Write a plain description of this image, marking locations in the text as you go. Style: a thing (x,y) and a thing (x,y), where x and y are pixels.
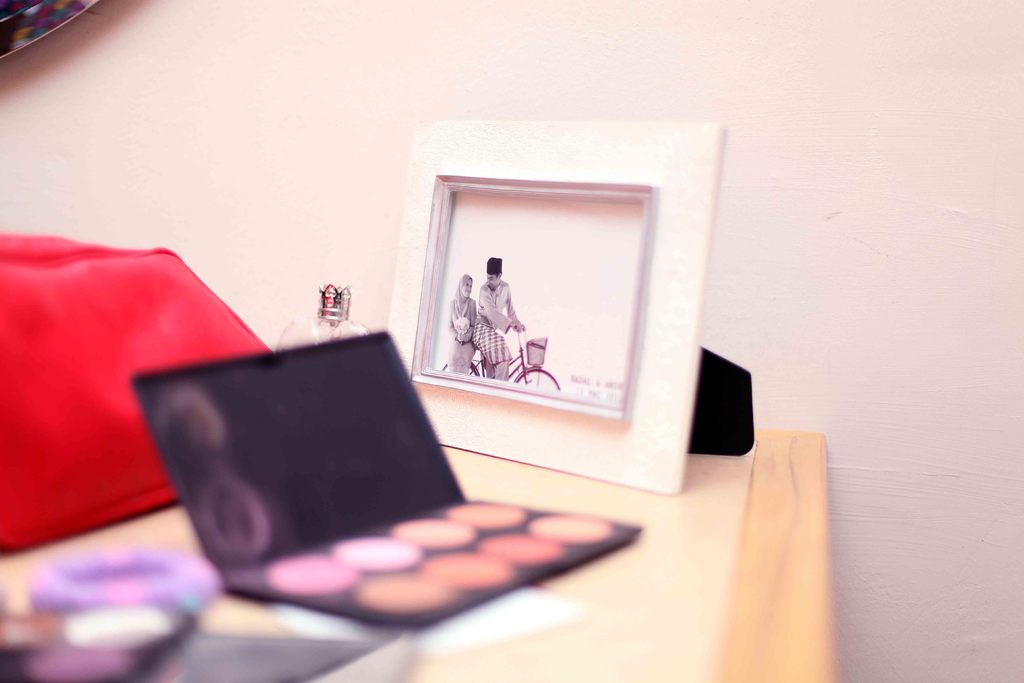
In this picture we can see a photo frame (594,306) with two persons (492,349) riding on the bicycle (479,363), it is kept on the table (622,582). There are also some makeup stuff (219,497) on the table (122,543).
